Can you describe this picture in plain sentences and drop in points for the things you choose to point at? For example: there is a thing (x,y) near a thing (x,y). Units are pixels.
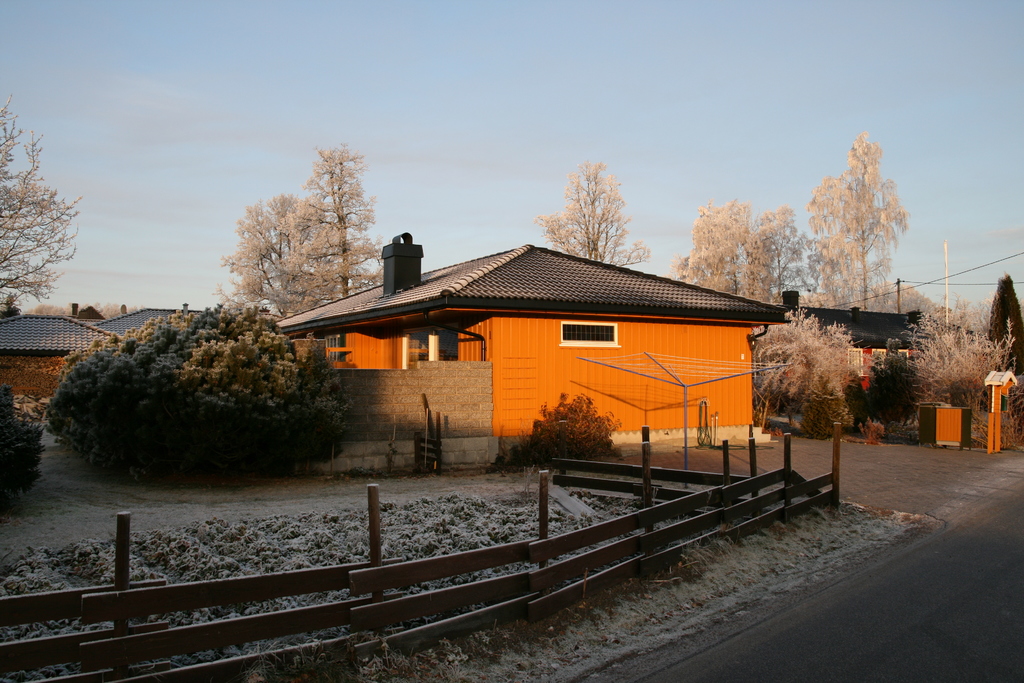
In this image I can see few trees (3,285), few buildings (495,340), poles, wires (928,283) and the sky (495,124).
